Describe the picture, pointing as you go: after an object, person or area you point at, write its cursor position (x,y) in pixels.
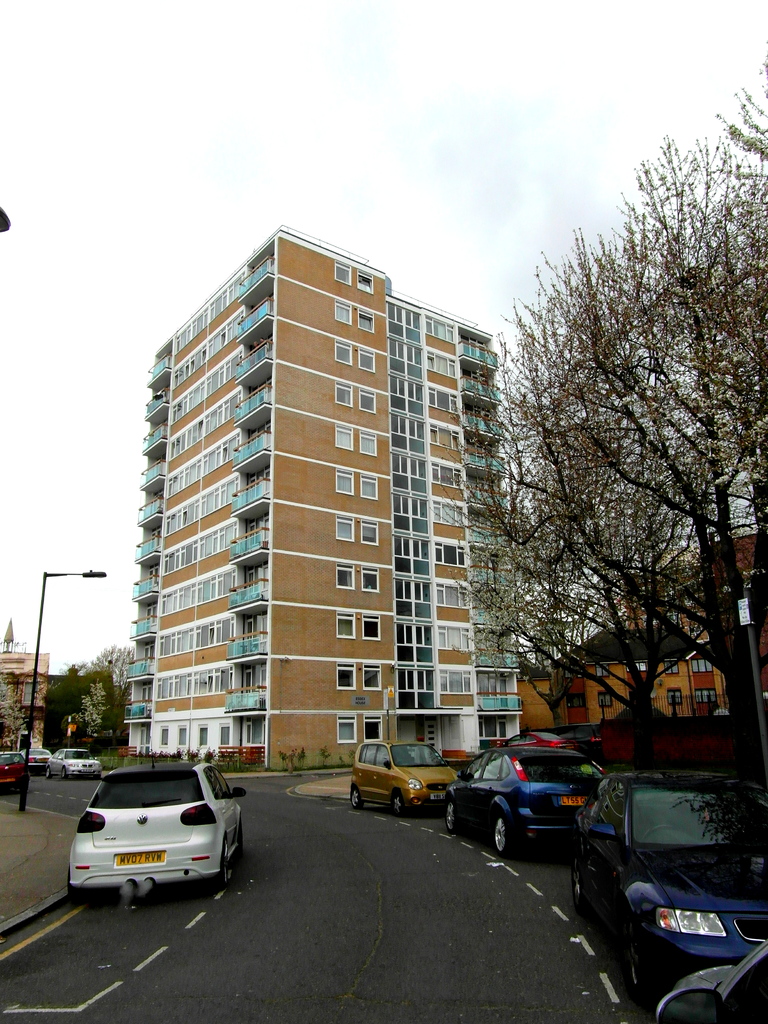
In this image there are buildings (156,695) and trees (109,691). On the left (41,612) there is a pole (26,791). At the bottom (135,850) we can see cars (458,785) on the road (547,958). In the background (280,218) there is sky (96,381).
